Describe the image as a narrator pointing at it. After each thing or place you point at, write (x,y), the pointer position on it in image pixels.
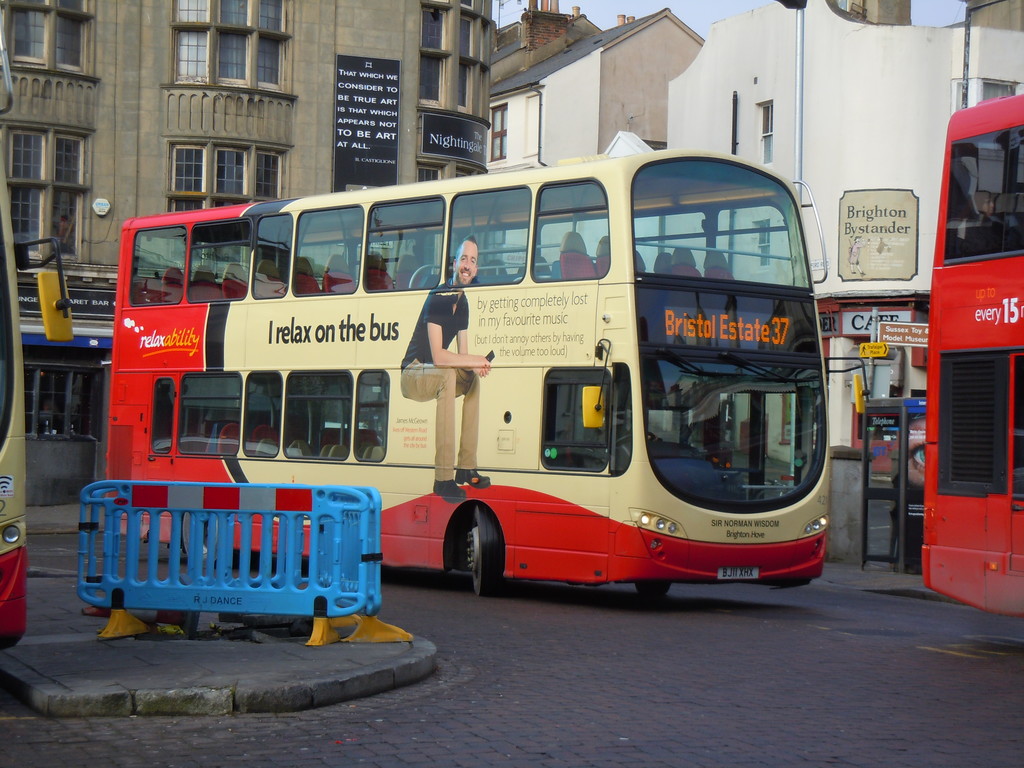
In the center of the image (628,390) there are buses (624,516) on the road (564,683). On the left (132,601) there is a fence (212,593). In the background (259,94) there are buildings (910,261).
